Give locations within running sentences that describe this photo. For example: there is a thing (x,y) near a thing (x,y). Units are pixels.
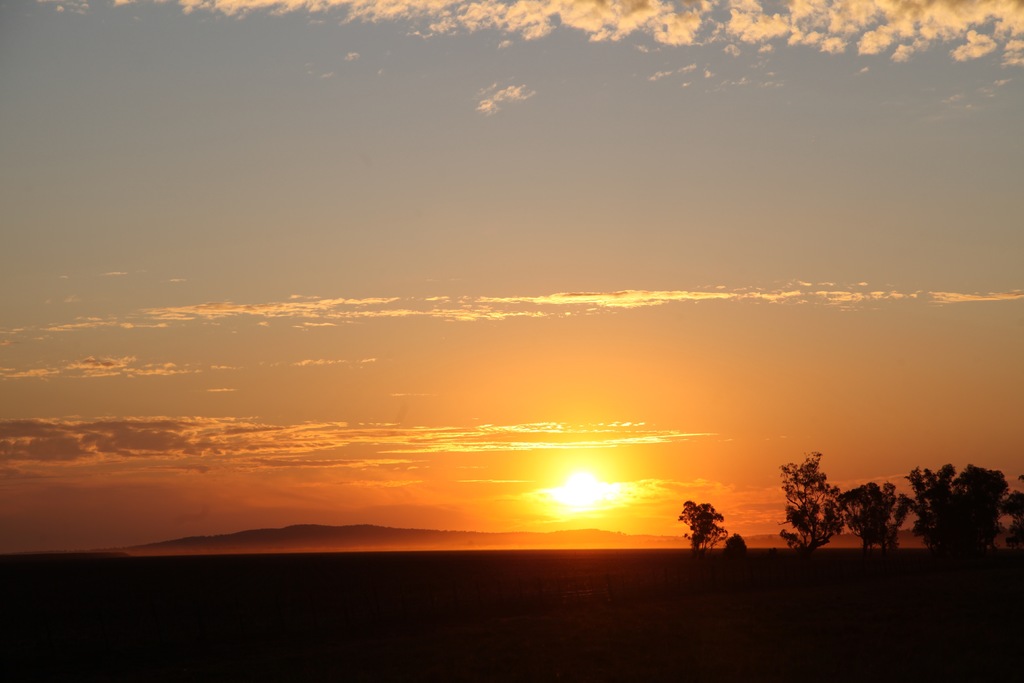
In this image there are few trees (862,551) on the land (686,578). Top of image (23,197) there is sky (363,426) with some clouds (114,433) and sun (570,484).
